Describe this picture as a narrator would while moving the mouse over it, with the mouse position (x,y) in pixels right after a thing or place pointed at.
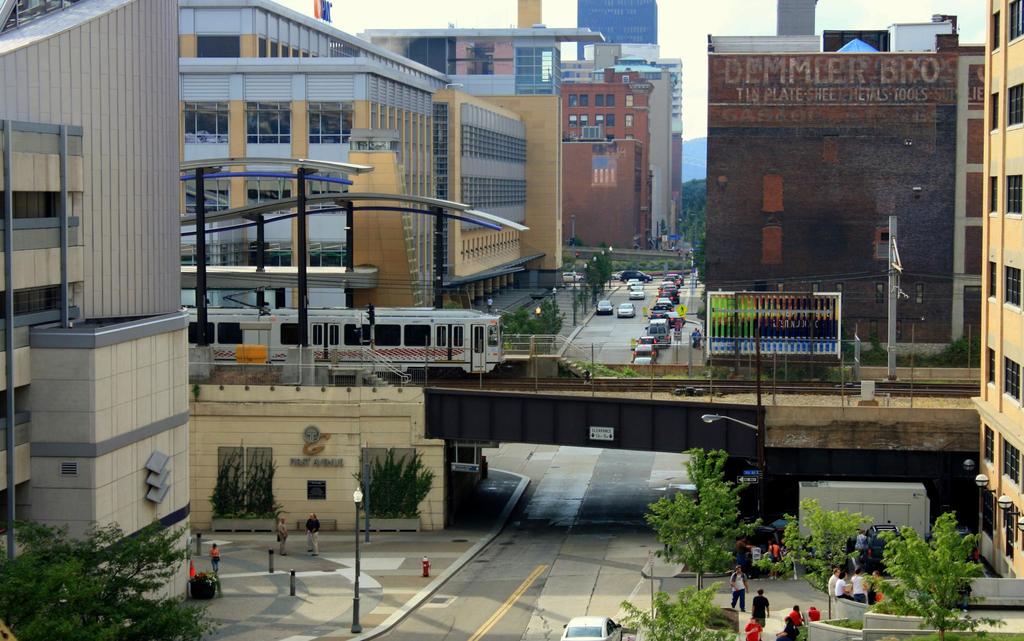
In this picture there is a bridge (488,412) which has a train (434,355) on it and there are buildings (472,157) and trees (555,331) on either sides of it and there are few persons (761,597) in the right corner (865,555) and there are few vehicles (657,314) in the background (638,292).
